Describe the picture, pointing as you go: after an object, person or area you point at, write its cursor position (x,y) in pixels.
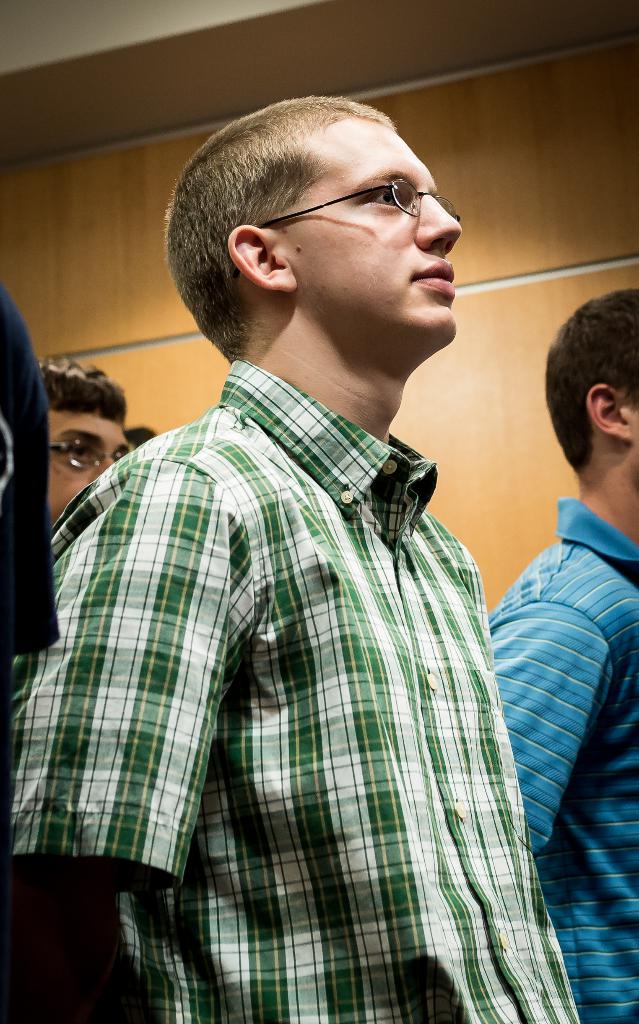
In this image there is a group of persons (286,620) standing, in the background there is a wall (519,219).
